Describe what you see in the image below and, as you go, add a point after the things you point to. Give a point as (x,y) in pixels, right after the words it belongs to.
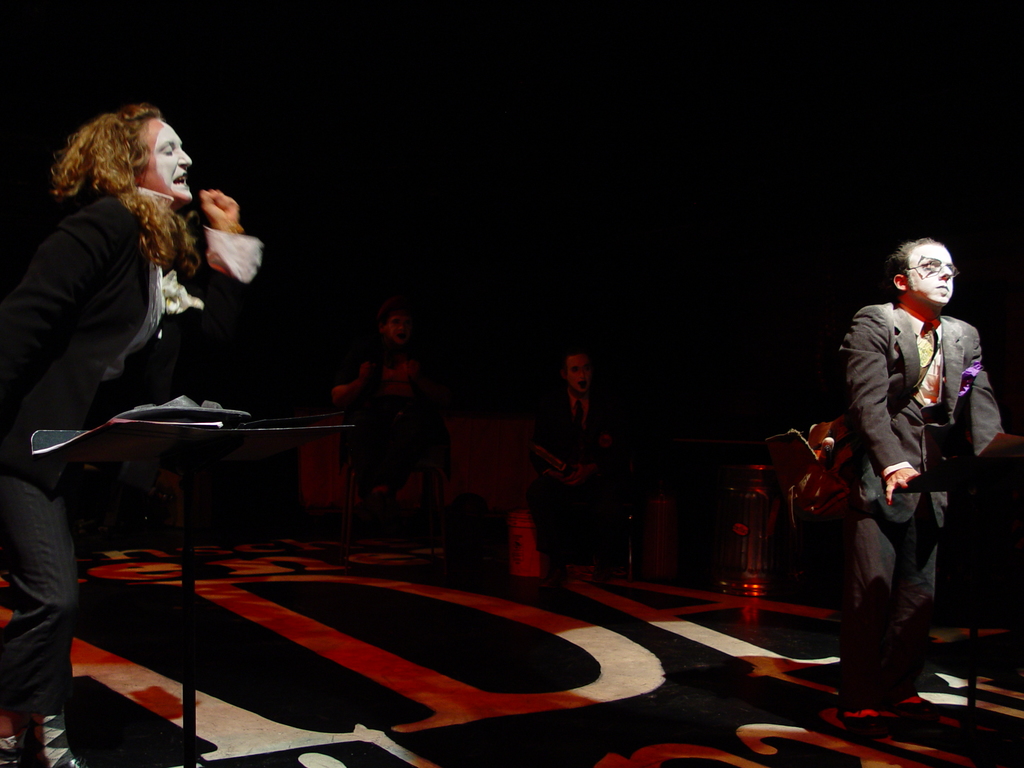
There are two persons (892,460) on the sides. On the left side (173,468) there is a stand (217,428). In the back (408,356) there are two persons (416,386) sitting. Also there are some items (747,500). In the background (681,495) it is dark.
